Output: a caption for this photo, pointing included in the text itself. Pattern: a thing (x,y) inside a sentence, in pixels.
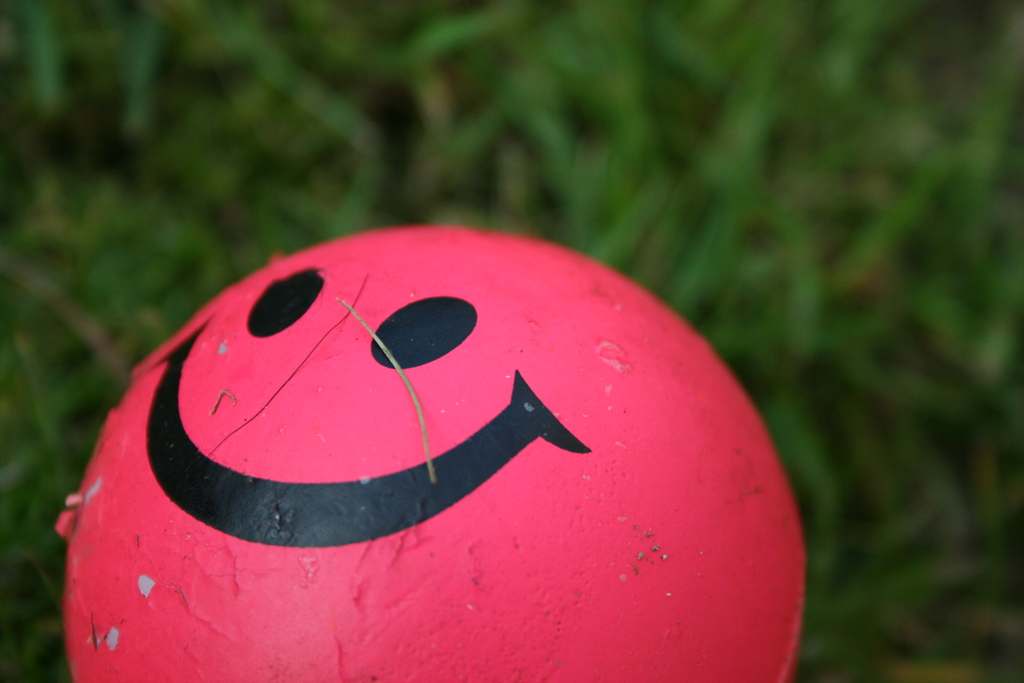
In the center of the image (534,393) we can see a smiley ball (523,510) which is in red color and the background (366,62) is blurred with the grass (900,317).
